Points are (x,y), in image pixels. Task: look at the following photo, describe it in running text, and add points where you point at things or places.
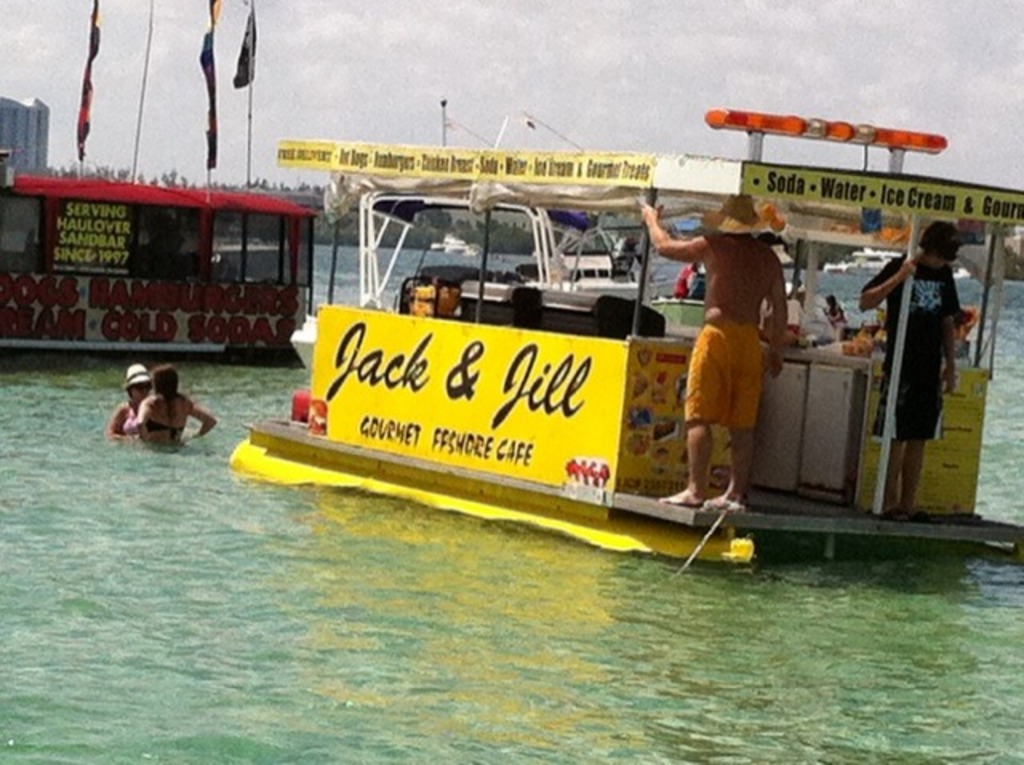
In this picture, we see the two men (730,256) are standing on the yellow boat (471,444). Beside that, we see two women (165,423) are swimming. Behind them, we see a red boat (153,261) on which three flags (249,76) are placed. There are many boats (533,162). There are many trees (441,212) in the background (425,220). At the top of the picture (441,99), we see the sky (373,110) and at the bottom of the picture (284,648), we see water (530,655) and this water (594,663) might be in the sea (335,597).
